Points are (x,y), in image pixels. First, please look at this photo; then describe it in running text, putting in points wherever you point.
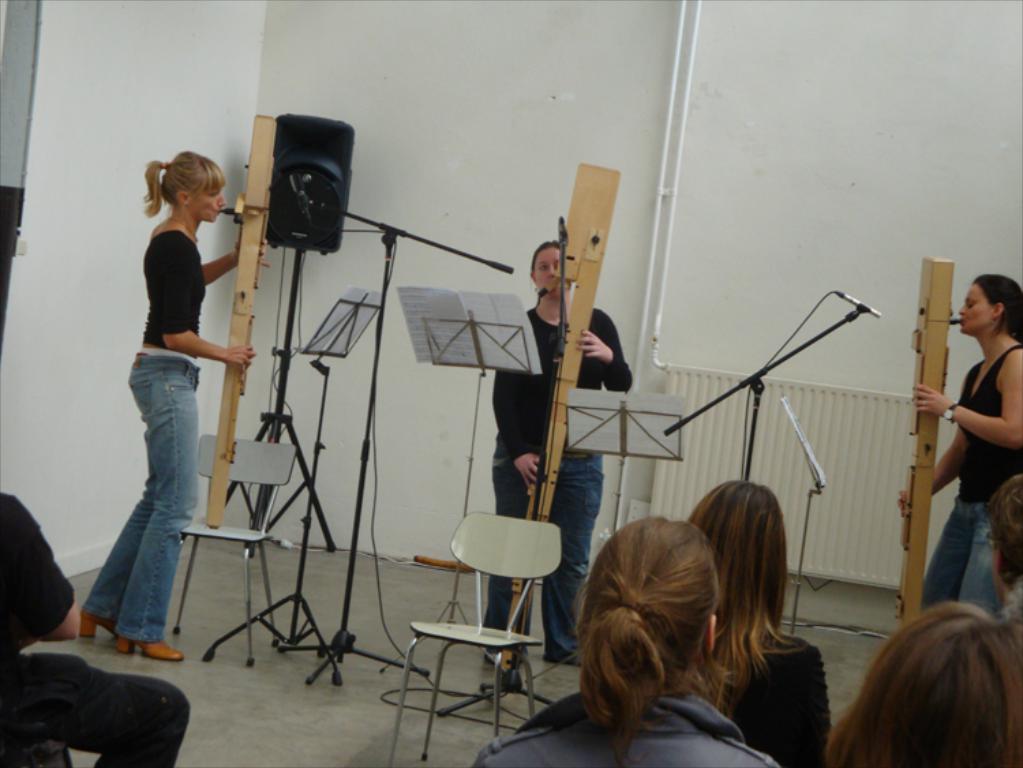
In this image we can see these three women (966,305) are standing near chairs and playing musical instruments (250,308) and these people (976,641) are sitting. In the background (332,217), we can see the speaker (292,238) kept on the stand (294,278) and we can see the wall (368,118).
